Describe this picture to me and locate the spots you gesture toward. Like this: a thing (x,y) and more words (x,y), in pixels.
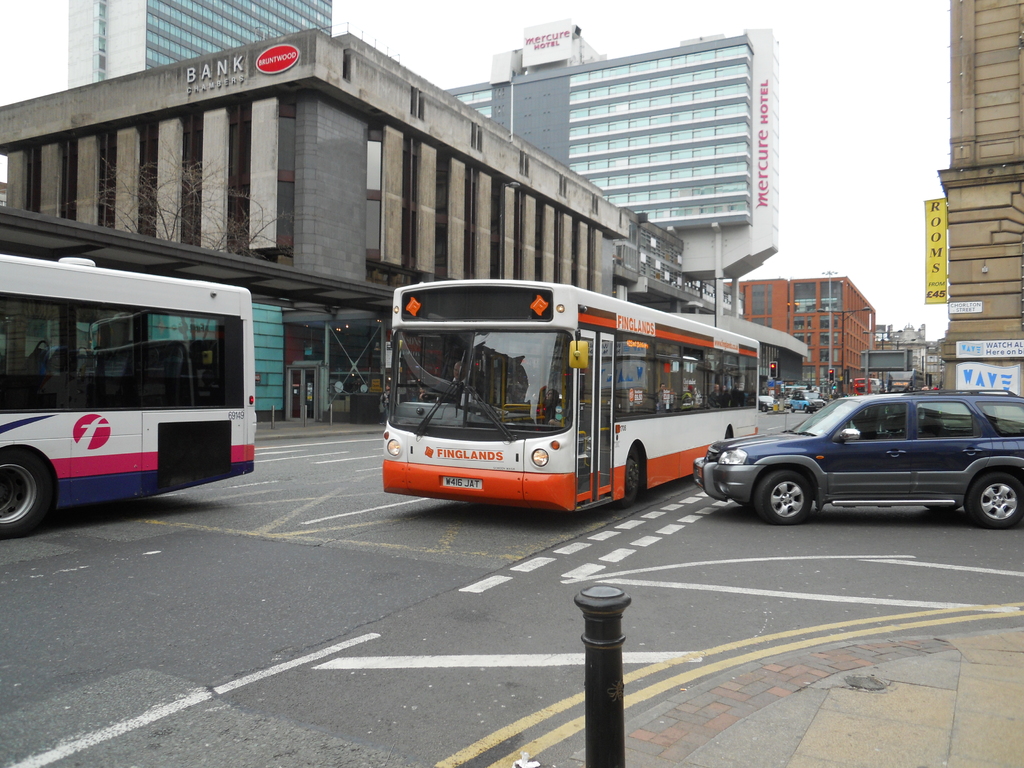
This is an outside view. Here I can see two buses (537,367) and few cars (819,486) on the road (493,591). In the background (855,324) there are some buildings (1022,225). On the top of the image (894,77) I can see the sky (843,90).
